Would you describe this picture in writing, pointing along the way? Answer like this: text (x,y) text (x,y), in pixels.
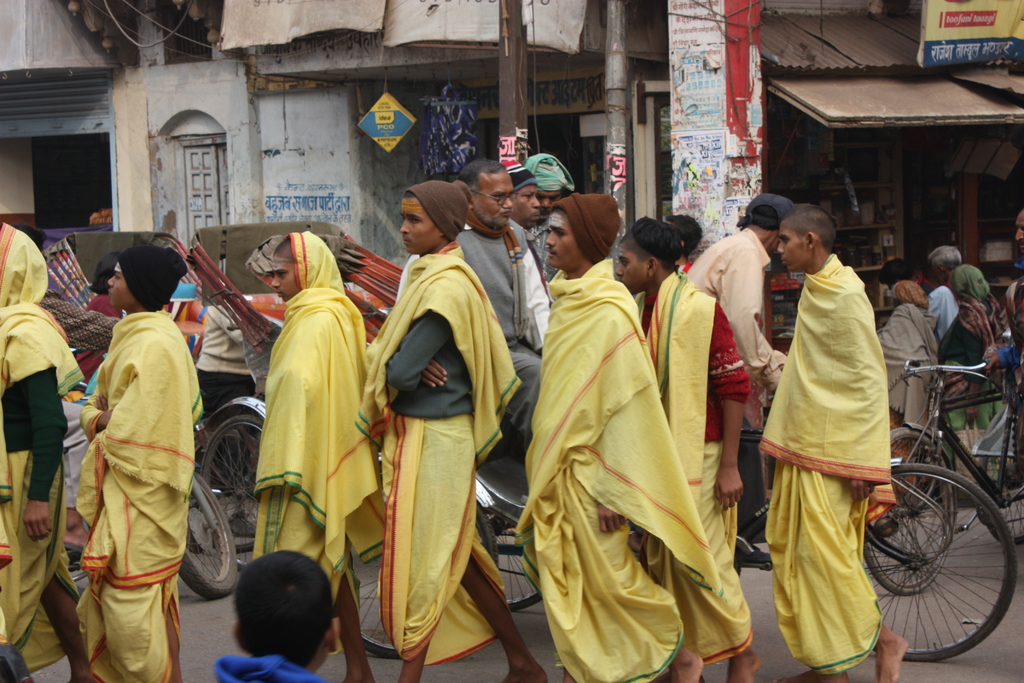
In this image I can see number of people (888,654) are standing I can also see few of them are wearing yellow colour dress (351,301). In the background (933,220) I can see few rickshaws (52,234), few buildings (121,107), few boards (542,108) and on these boards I can see something is written.
